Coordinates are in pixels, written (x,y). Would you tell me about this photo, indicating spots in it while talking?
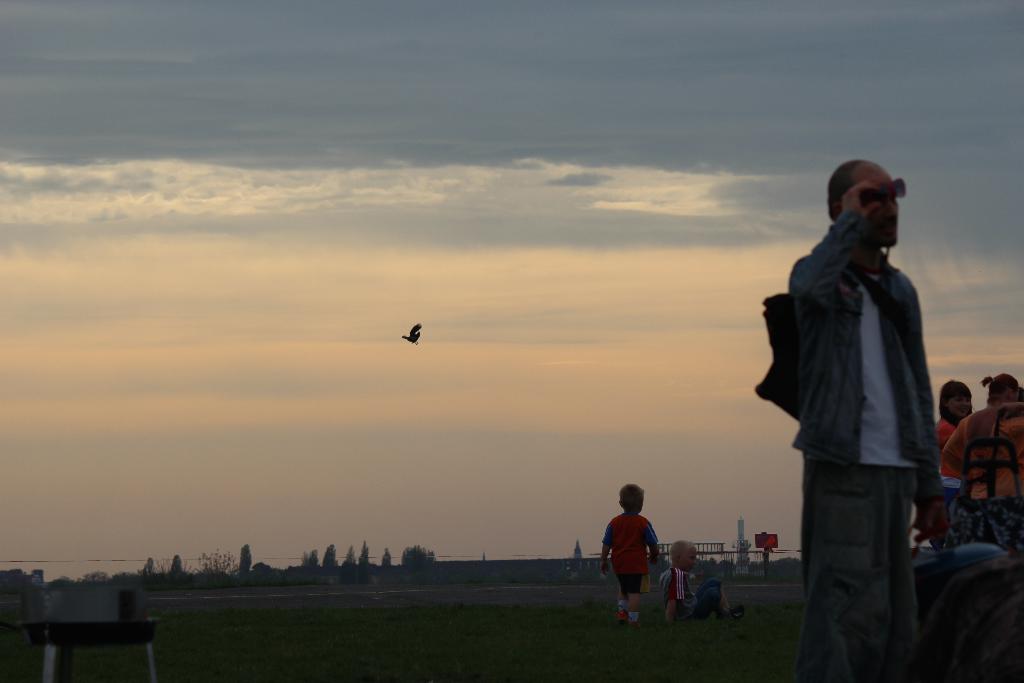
In this image I can see the ground (434,641), few persons (918,443) standing, a child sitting and in the background (708,568) I can see few trees (365,560), a bird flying in the air (465,341), a pole (767,563) with a board (767,536) attached to it and the sky (489,289).
